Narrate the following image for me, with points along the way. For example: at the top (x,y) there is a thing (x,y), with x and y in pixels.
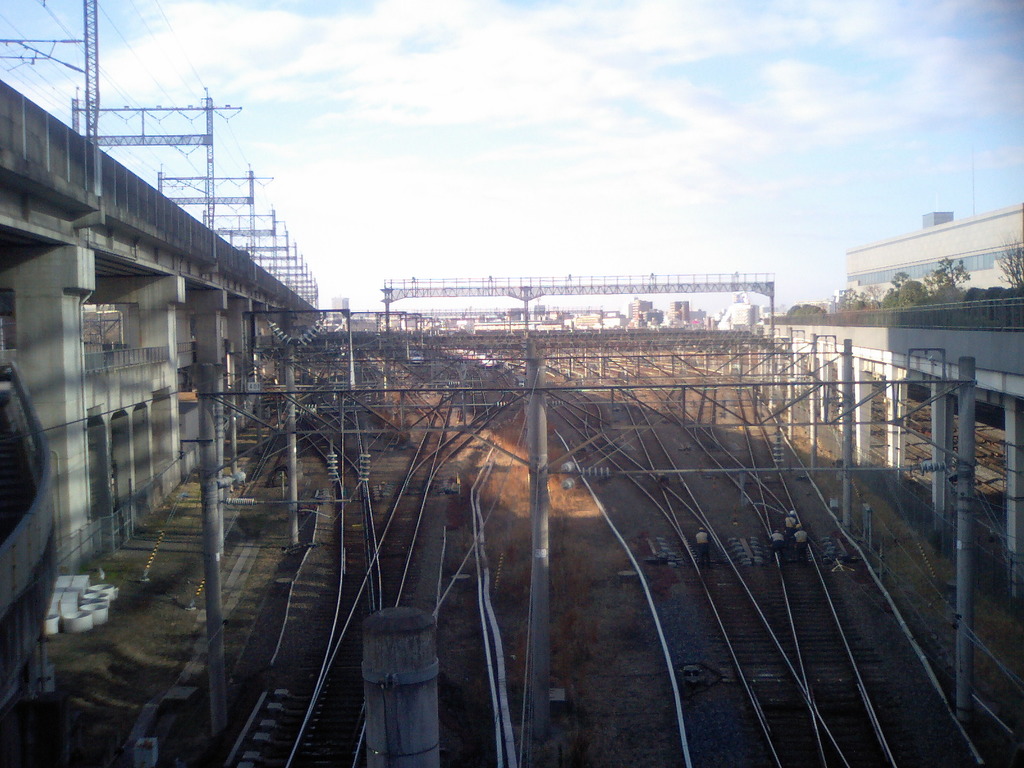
In this image at the bottom (860,663) there are many railway tracks (829,618) and some poles (866,527) and wires (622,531), and some towers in the background (371,319) there are some buildings (559,321). On the right side (855,390) and left side (54,416) there is a bridge pillars (60,404) and some towers (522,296), on the top of the image (428,156) there is sky (534,90).
